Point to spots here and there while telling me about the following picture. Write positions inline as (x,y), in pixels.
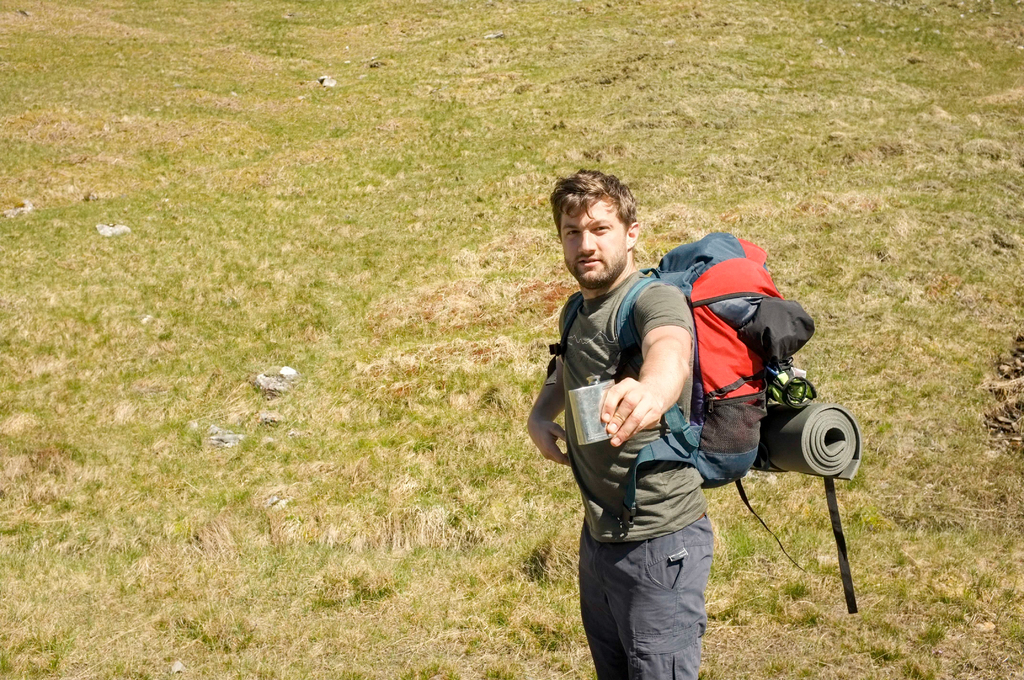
In this picture there is a Man (627,458) Standing and holding a whiskey bottle (598,413) in his hand (607,403). He is carrying a bag (712,329) on his shoulders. In the background (307,303) there is land (428,167) with some grass (339,292) on it here.
